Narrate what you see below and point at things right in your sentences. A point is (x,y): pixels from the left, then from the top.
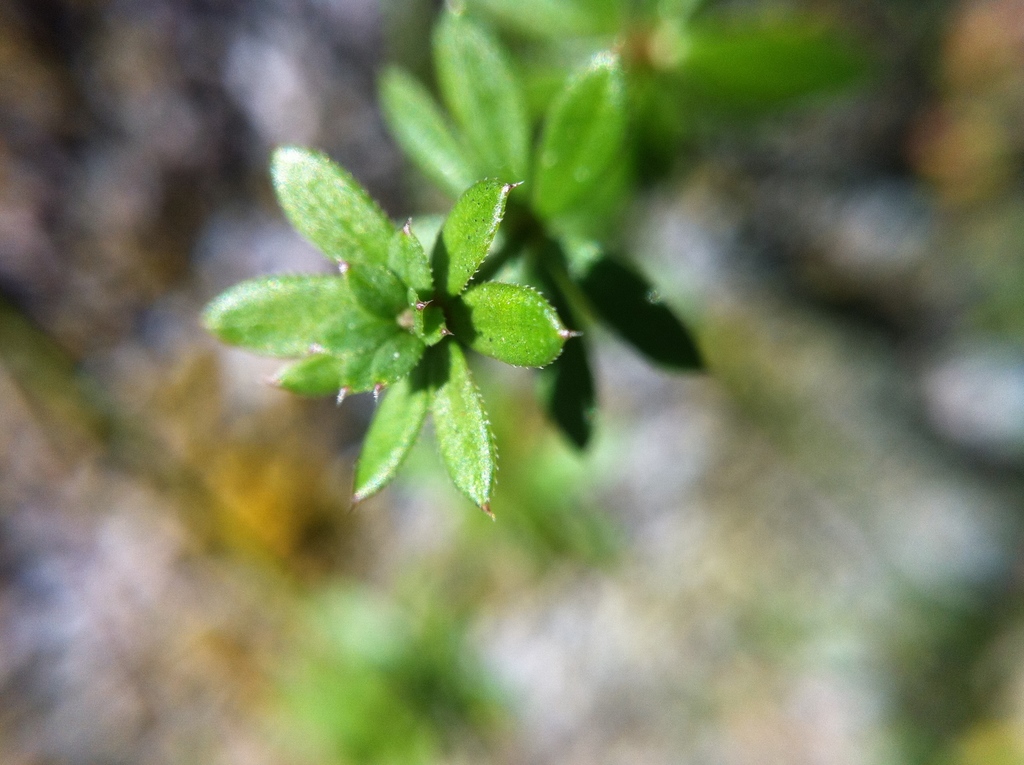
In this image I can see a plant (460,331) which is green in color and the blurry background (192,726).
